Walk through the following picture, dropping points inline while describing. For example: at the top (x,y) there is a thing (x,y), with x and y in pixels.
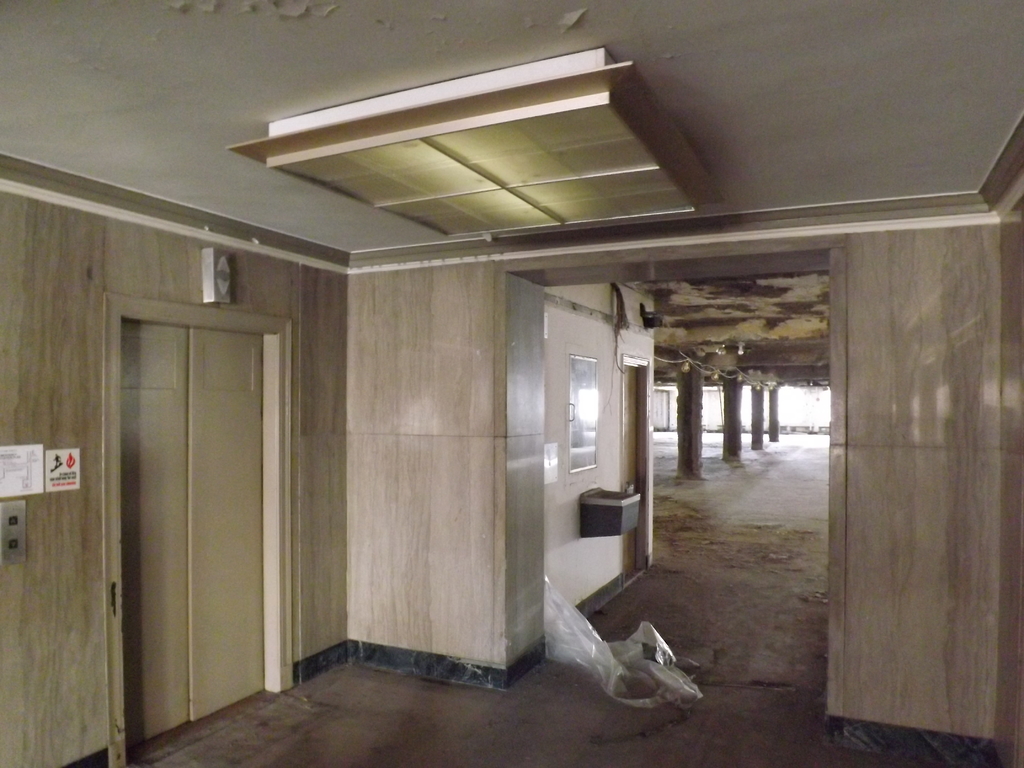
This picture describes about inside view of a building (546,365), in the middle of the image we can see a plastic cover (651,669), on the left side of the image (22,463) we can find few posters (36,468) on the wall (31,545).
